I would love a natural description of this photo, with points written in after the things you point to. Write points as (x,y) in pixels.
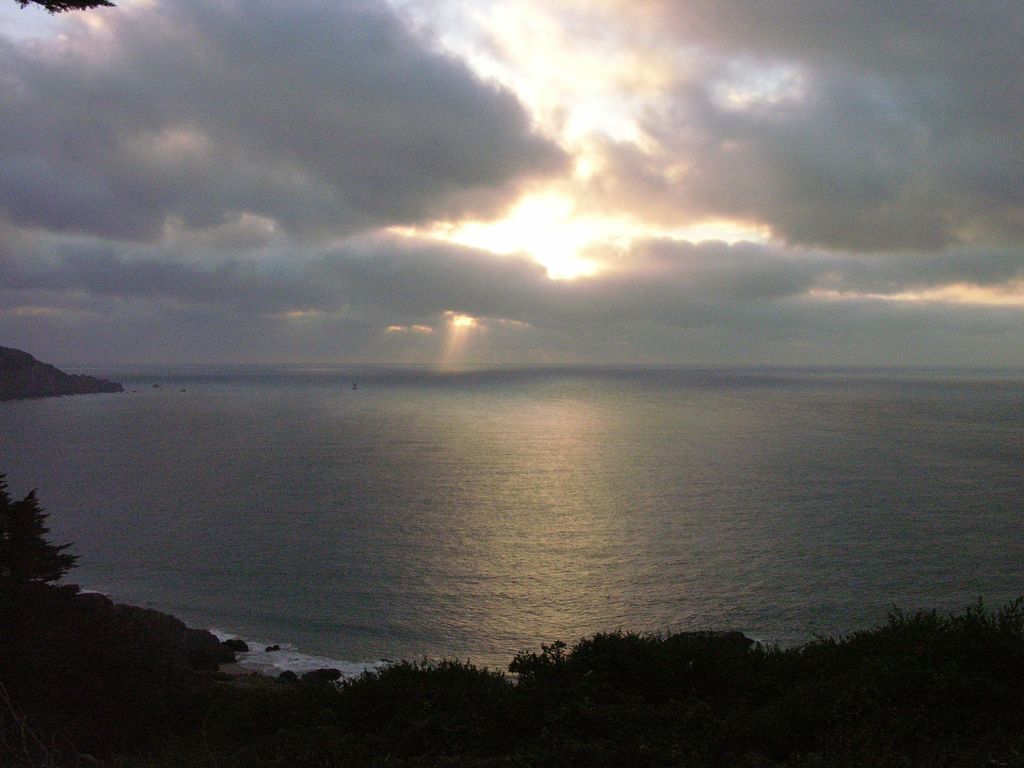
This image consists of trees (324,689) at the bottom (615,708). In the front (344,500), there is an ocean (384,456). At the top (516,144), there are clouds (394,116) in the sky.
